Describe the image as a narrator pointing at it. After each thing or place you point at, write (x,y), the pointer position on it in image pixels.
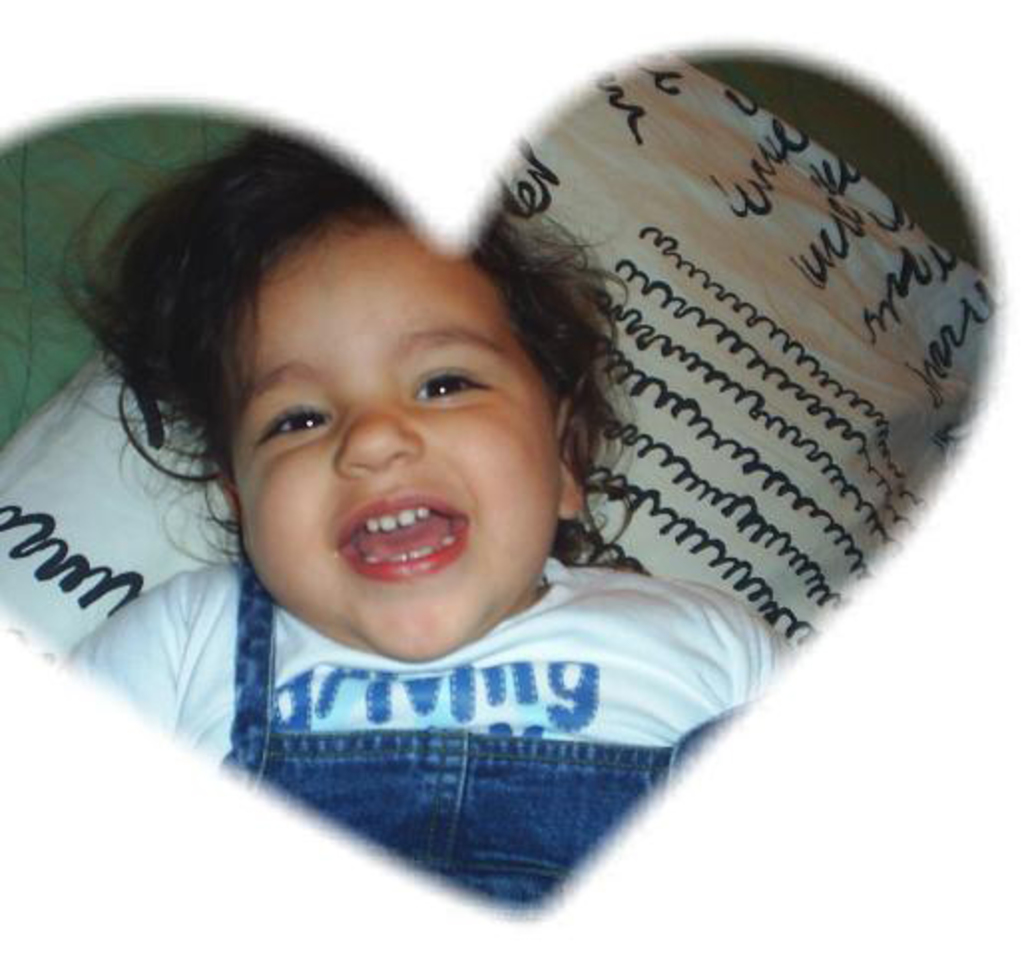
In this image we can see a baby (420,639) smiling. In the background (773,486) there is a cushion (697,415).
